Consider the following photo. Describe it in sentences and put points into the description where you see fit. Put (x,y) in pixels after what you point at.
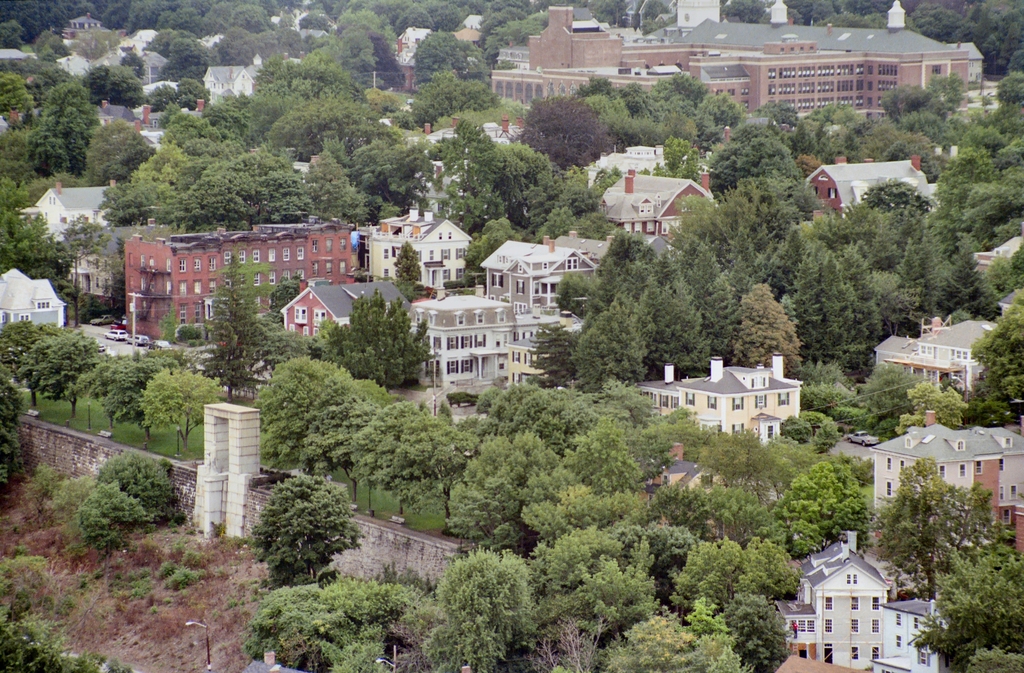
In the image in the center (655,430) we can see buildings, windows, trees (656,297), grass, pole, plants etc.
